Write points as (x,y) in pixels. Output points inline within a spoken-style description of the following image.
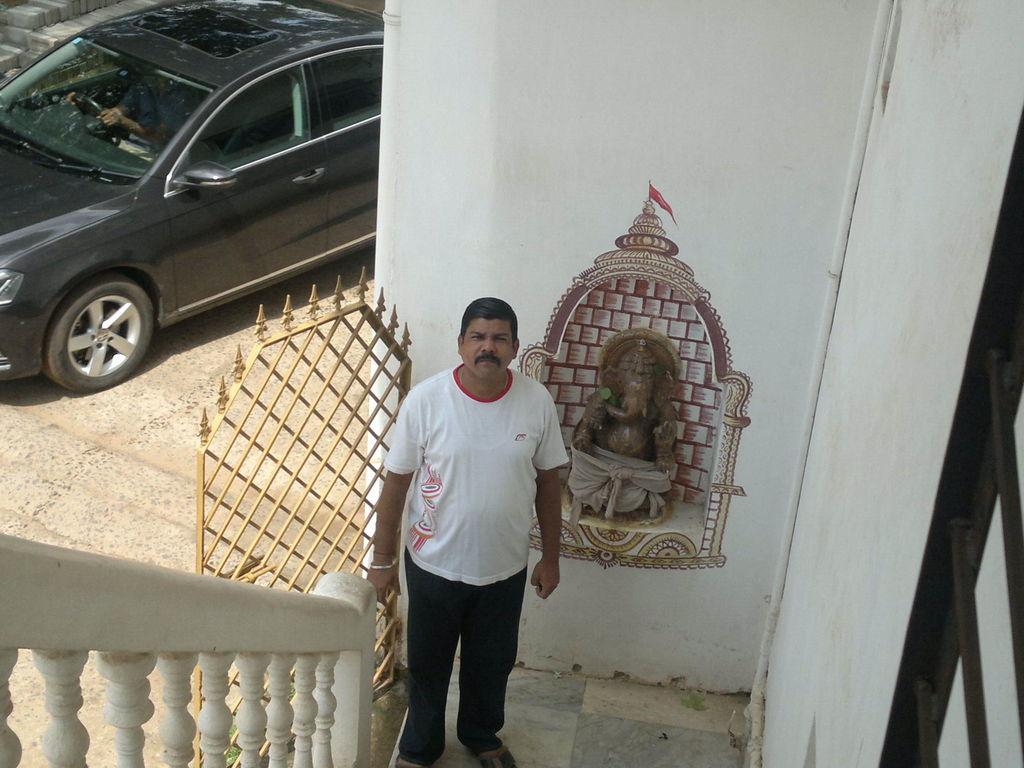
This person (546,534) standing. We can see wall (496,68), car (82,381), road (63,473), gate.
